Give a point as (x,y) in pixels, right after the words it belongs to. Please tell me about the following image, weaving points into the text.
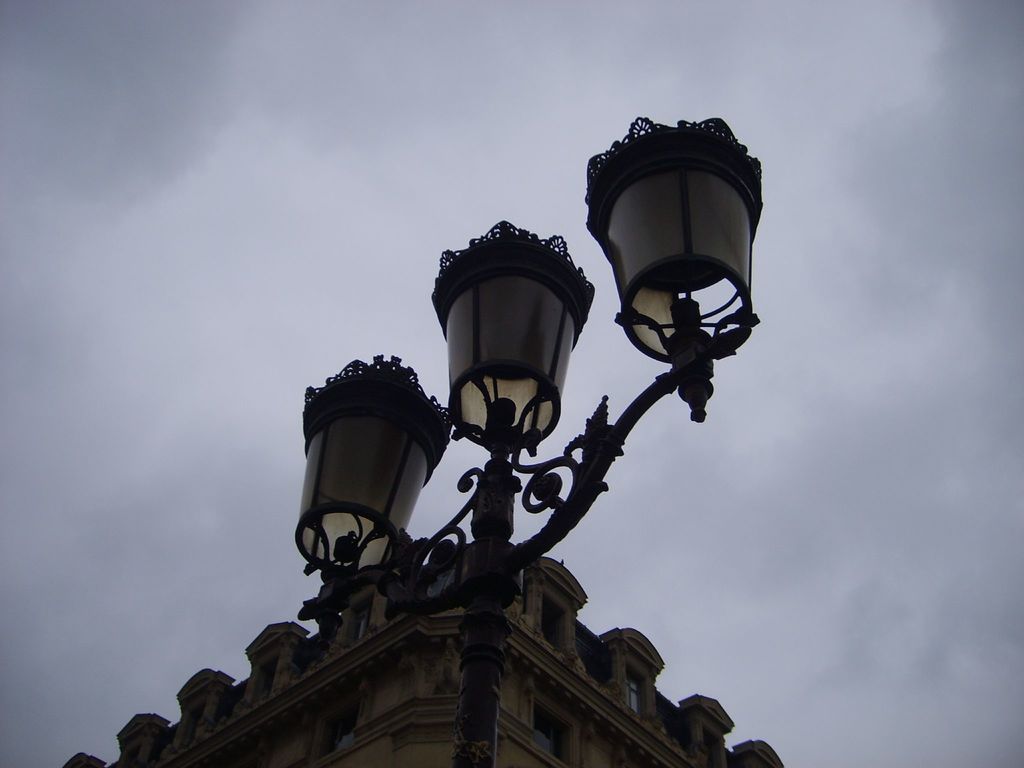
In the picture we can see an upper part of the building (454,697) and near to it, we can see a pole (441,607) with three lamps (370,460) to it and in the background (21,157) we can see a sky (586,381) with clouds (949,637).
